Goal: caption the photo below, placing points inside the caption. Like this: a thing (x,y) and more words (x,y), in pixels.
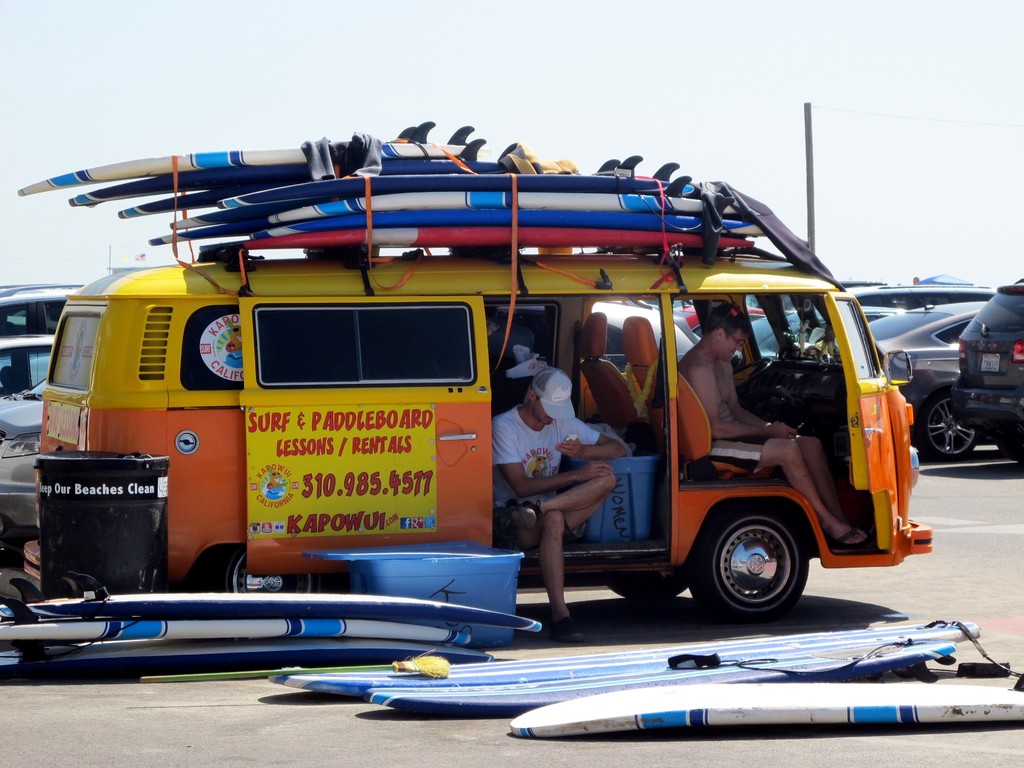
Persons (506,481) are sitting inside this vehicle (601,370). In-front of this vehicle (349,453) there is a container (468,546) and surfboards (321,638). This is a black bin (111,496). Far there are number of vehicles (946,339). This is holding mobile (577,435) and wore cap (560,395).
